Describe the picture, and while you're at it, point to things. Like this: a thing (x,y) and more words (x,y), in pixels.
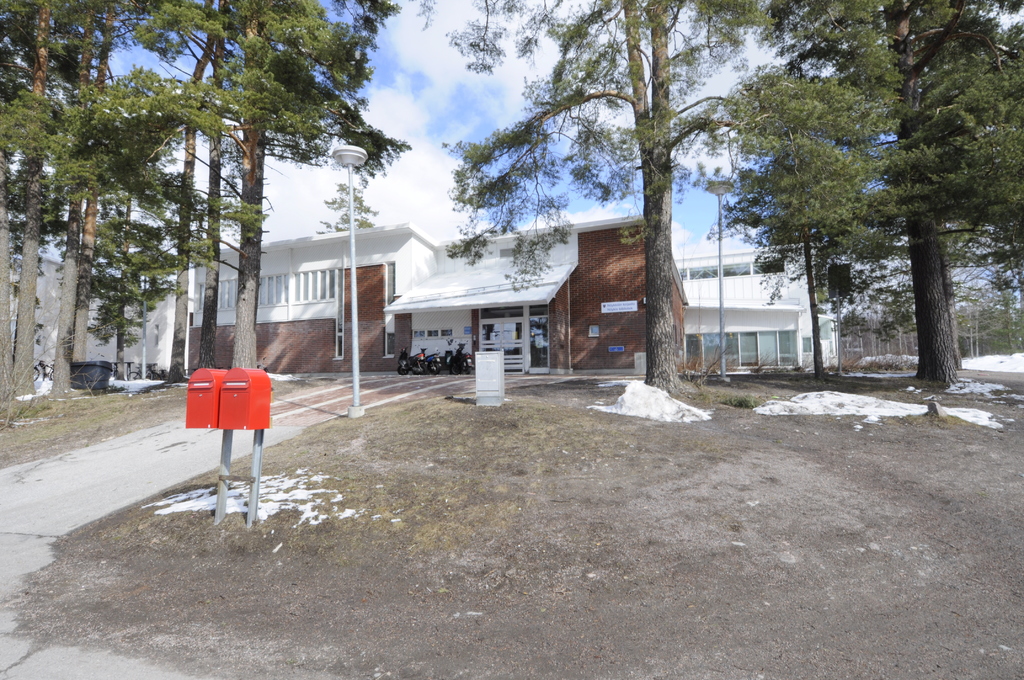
This picture shows buildings (689,312) and we see couple of pole lights (341,151) and we see trees (324,97) and couple of mailboxes (250,387) and a dustbin (493,381) on the ground (523,385) and we see a blue cloudy sky (419,148).
